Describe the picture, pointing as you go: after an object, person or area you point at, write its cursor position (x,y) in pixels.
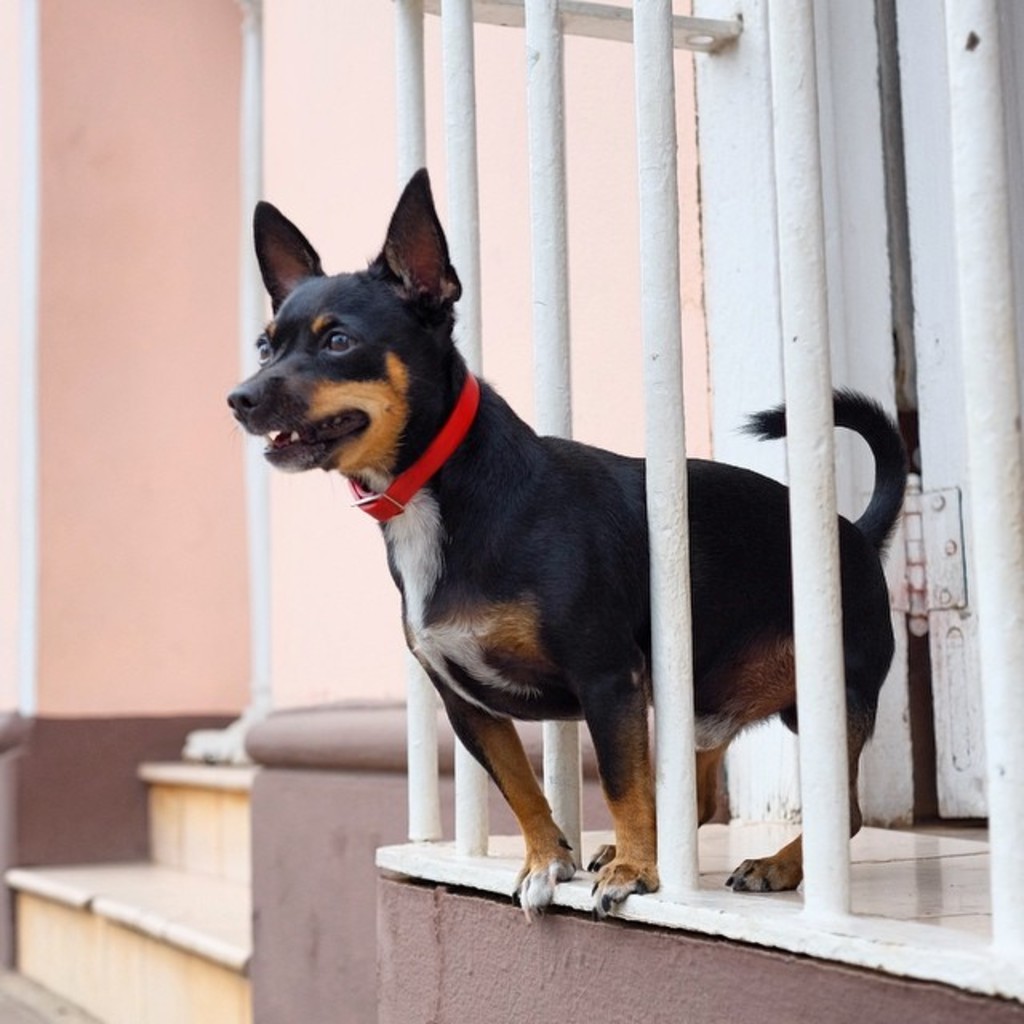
In this image I can see a fence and through fence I can see a dog (569,643) and I can see a staircase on the left side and I can see the wall (104,278) on the left side (151,272).
